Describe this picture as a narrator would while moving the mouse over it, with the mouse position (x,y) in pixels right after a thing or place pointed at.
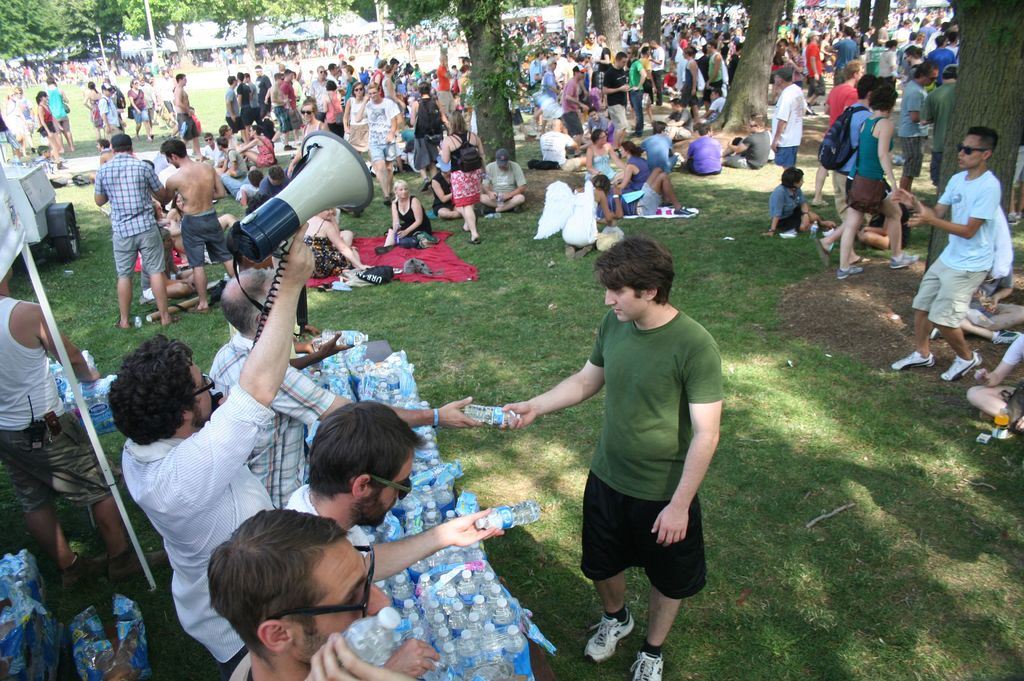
In this image i can see there are group of persons (891,83) sitting on the ground (689,269) and some of them are standing and some of them are walking on the ground (959,444), on the ground (56,288) I can see trees (1002,76) and on the left side (202,468) I can see there are few persons (377,477) standing on the ground (151,548) and in front of them I can see bottles (485,659) and a person (653,346) wearing a green color t-shirt (636,373) taking the bottle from another person (295,388) and a person (213,430) wearing a white color t-shirt (208,441) holding a mike (356,152) at the bottom (179,573).
